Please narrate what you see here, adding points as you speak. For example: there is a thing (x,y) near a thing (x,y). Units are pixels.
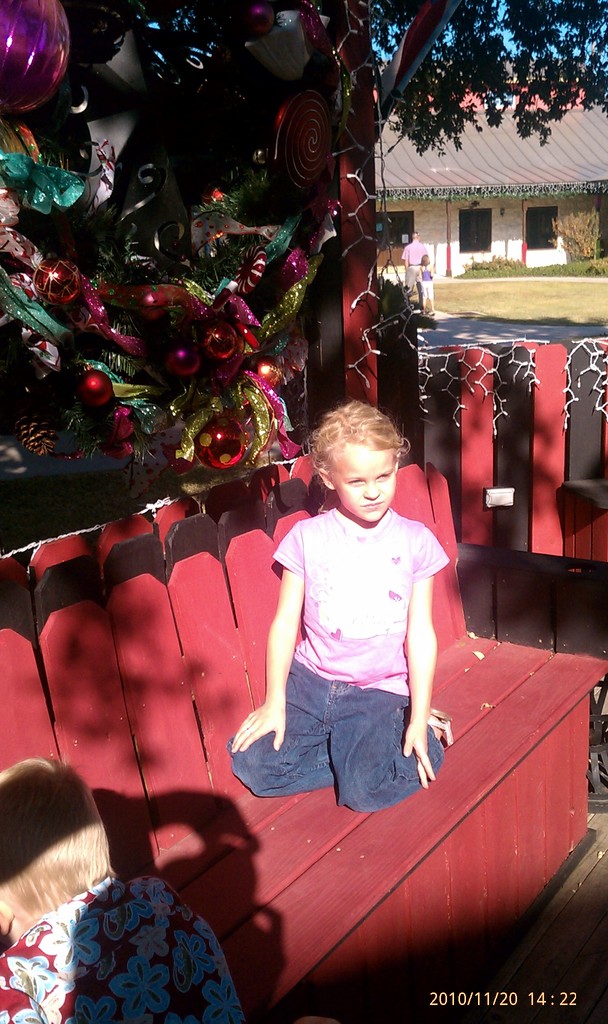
In this image there is a bench (184,643). There is a girl (374,733) sitting on the bench (194,640). Behind her there are many decorative items (193,284) hanging. To the right (468,201) there is a house (484,192) in the background (517,160). In front of the house (571,203) there are plants (585,261) and grass (555,301) on the ground (555,302). In the bottom left (86,929) there is another girl (82,959). In the bottom right (477,995) there is text (477,995) on the image.
